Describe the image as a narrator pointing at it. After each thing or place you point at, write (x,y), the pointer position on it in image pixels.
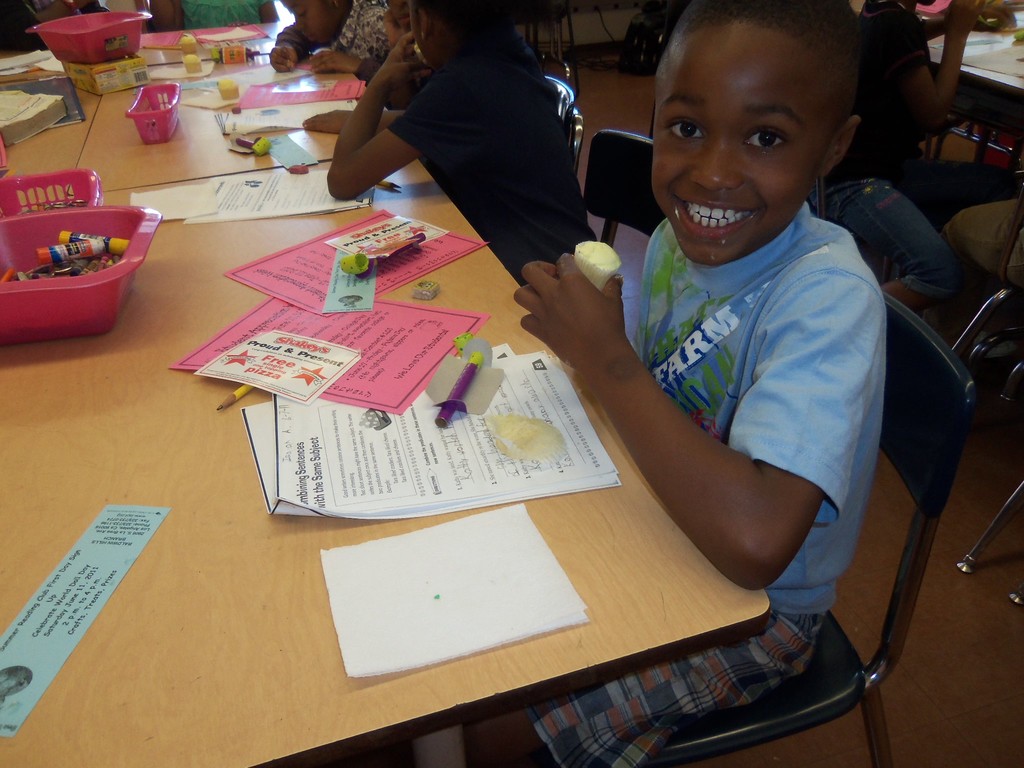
In this picture we can see a group of kids (758,562) sitting on chairs (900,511), in front of them we can see tables (231,599), on these tables (754,591) we can see baskets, papers (564,615), sketch pen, pencil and few objects (427,606).
